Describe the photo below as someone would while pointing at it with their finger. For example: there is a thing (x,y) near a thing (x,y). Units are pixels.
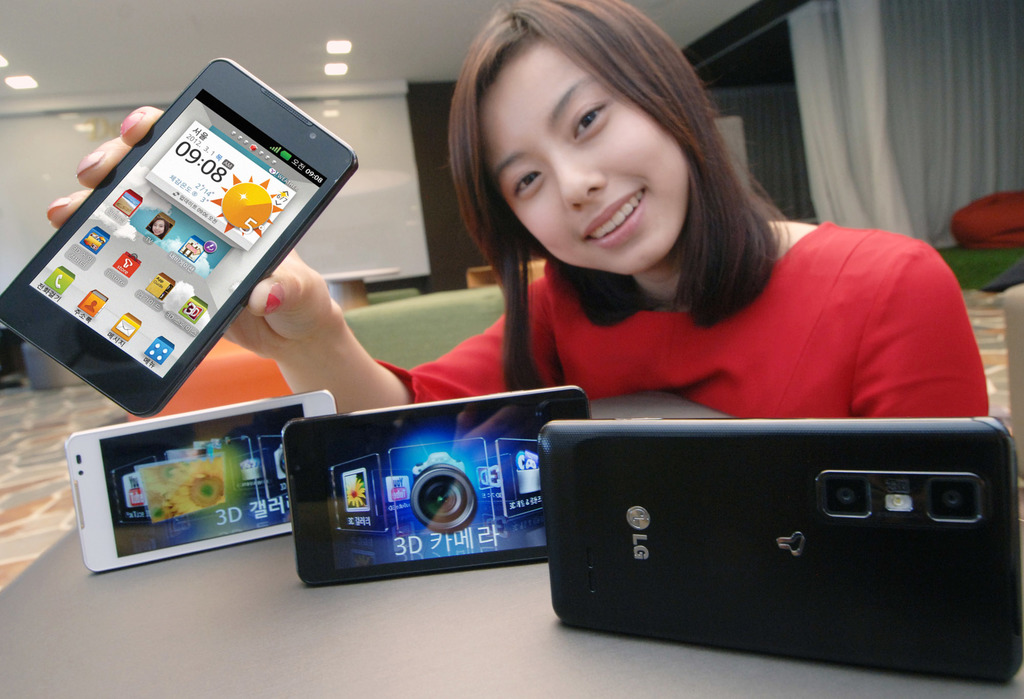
Top right side of the image (699,125) a woman (711,174) sitting on a chair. In front of her there is a table (281,686) on the table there are some mobile phones (305,399) and she is holding a mobile phone (215,157). Top left of the image (7,14) there is a roof (58,37) on the roof (361,21) there are some lights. In the middle of the image (367,234) there is a wall (446,186). Top right side of the image (914,96) there is a curtain (914,96).
